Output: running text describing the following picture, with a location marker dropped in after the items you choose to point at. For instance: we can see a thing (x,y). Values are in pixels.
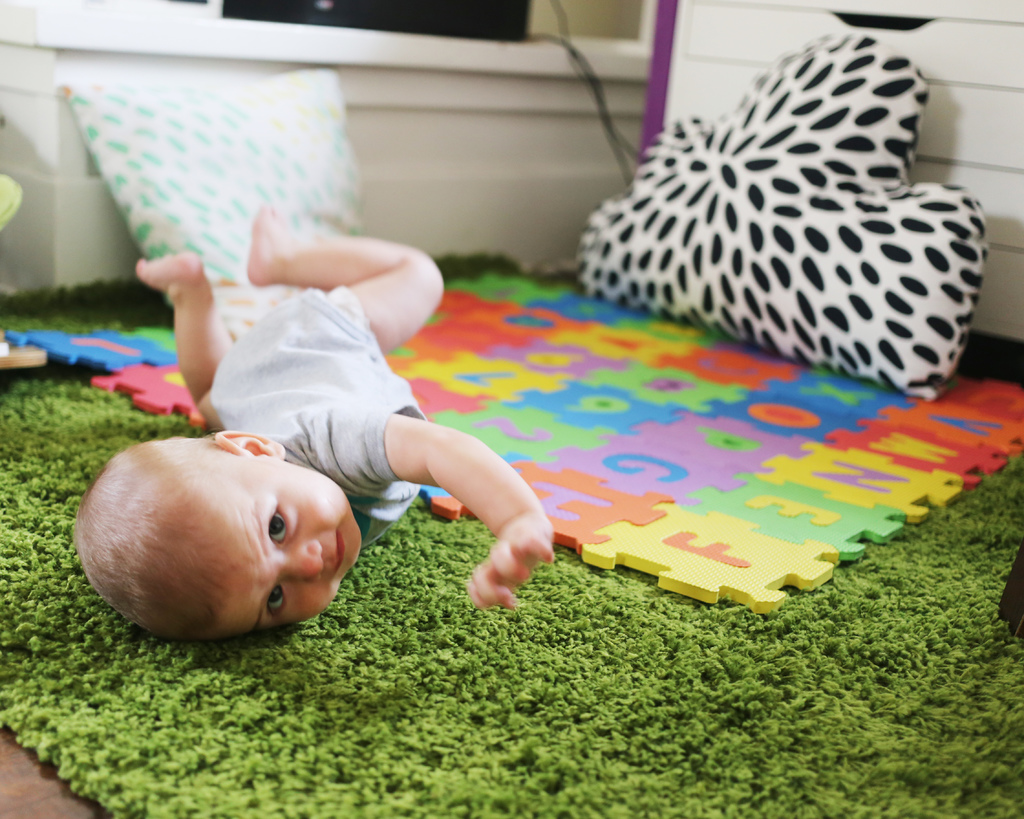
In this image there is a floor mat (450,777) at the bottom (768,780). It looks like a pillow (770,150) on the right corner (940,241). We can see a kid (220,408), pillow (891,193), toys (1008,405), wall (534,160).
